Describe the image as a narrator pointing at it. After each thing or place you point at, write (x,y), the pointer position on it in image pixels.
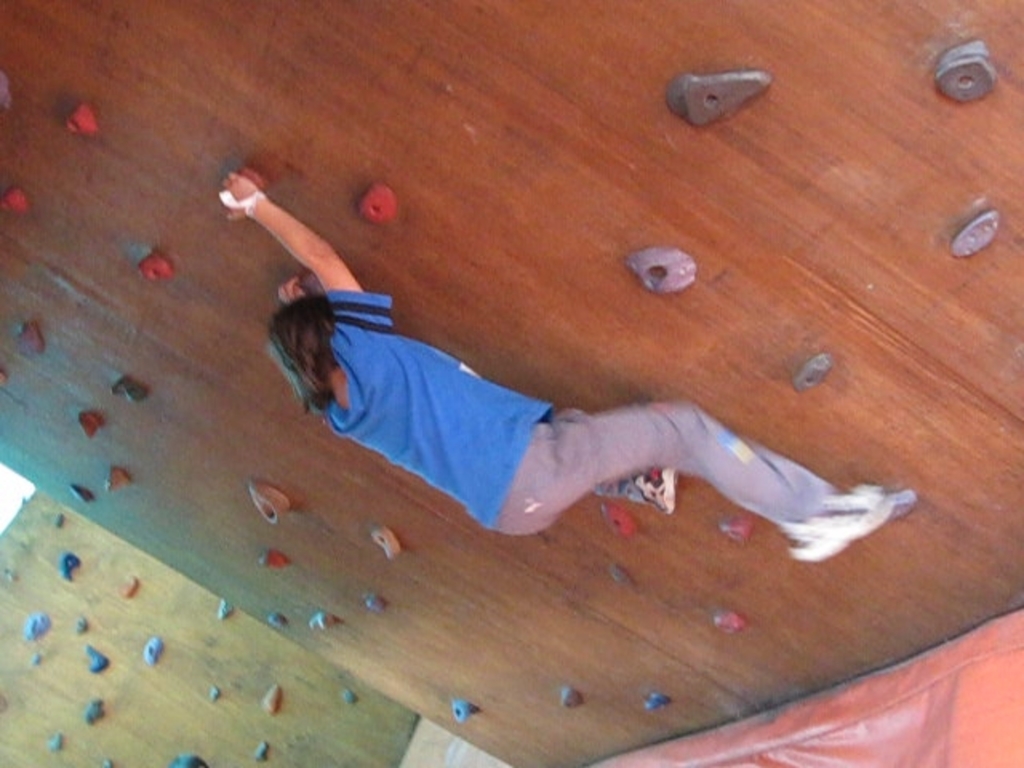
In the image I can see a person (550,459) who is climbing the wall (311,436) to which there are some holders (270,501).
